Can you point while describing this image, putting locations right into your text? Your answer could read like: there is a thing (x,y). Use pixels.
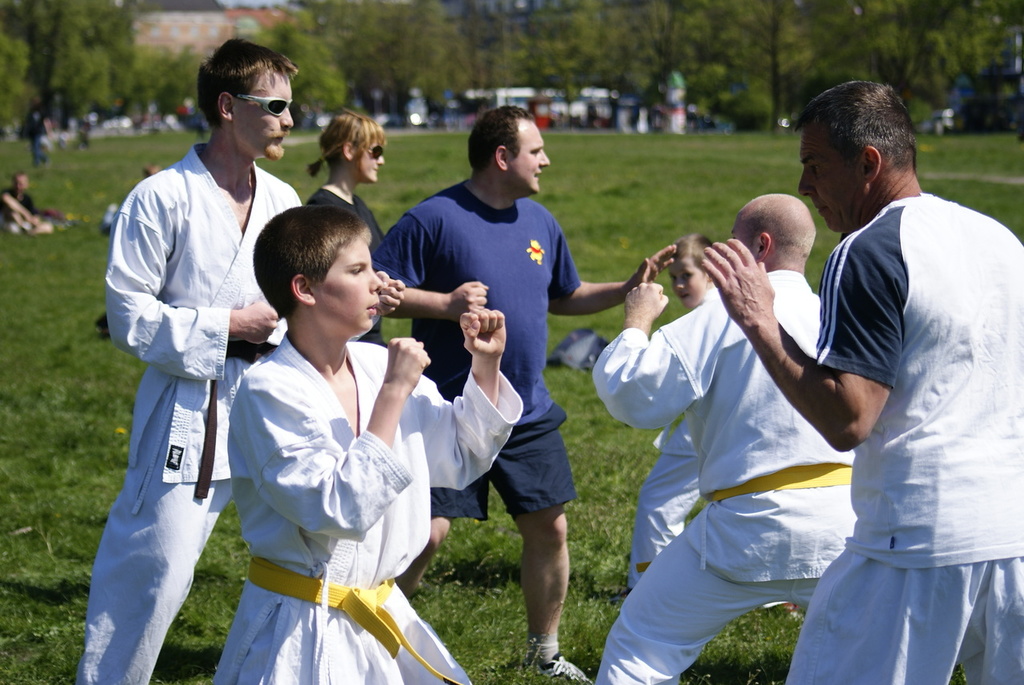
In the image there are few people (424,407) in karate dress (825,547) standing in the front (337,636) and in the back (35,219) there are few people (37,228) sitting over the back (66,83) there are trees (480,67).
